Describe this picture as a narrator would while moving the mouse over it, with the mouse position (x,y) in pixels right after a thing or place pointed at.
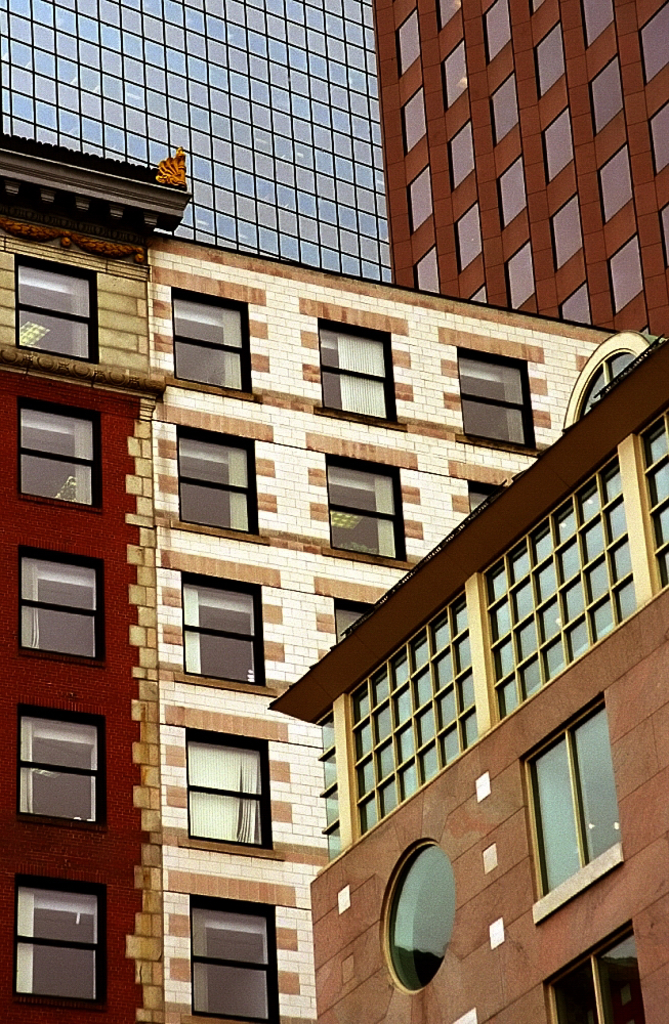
In the foreground of this image (382,705), there are buildings (431,298).
